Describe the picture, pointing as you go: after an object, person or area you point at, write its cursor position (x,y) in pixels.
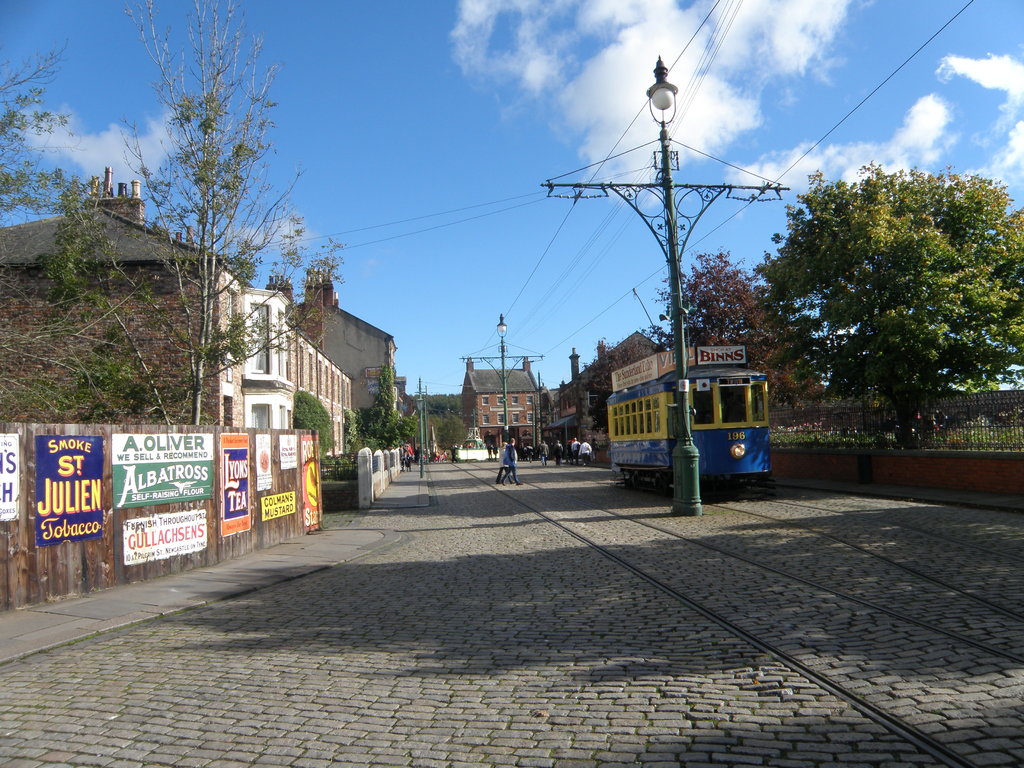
In this picture I can see the path (481,589) in front (139,691) and I see the poles (502,403) and in the center of this image (619,390) I see a tram (627,438) and in the background (569,442) I see number of people (508,461) and I see number of buildings (150,361) and trees (170,341) and I see the sky (576,137) on the top (463,124) and on the left side of this image (126,489) I see the wooden fencing (114,520) on which there are posters (125,494) and something is written on them.
